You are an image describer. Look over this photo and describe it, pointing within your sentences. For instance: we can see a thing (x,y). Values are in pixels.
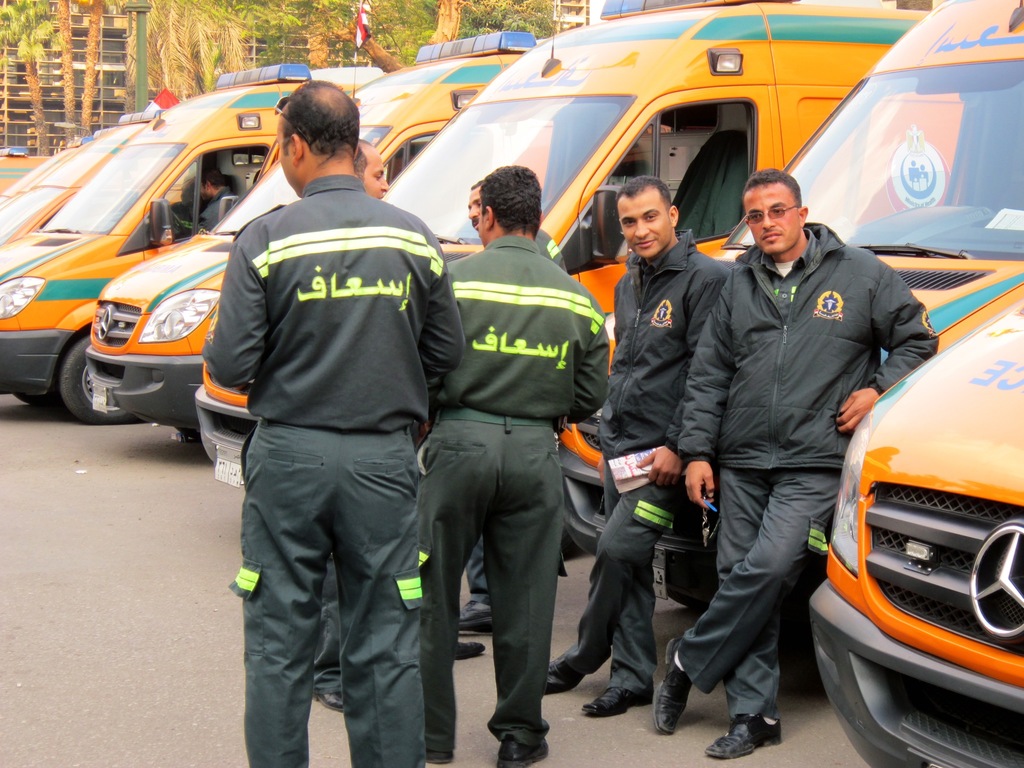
In this image there are group of person (767,345) standing in the center (543,352). On the right side (958,313) there are vehicles (432,206) which are yellow in colour and some text (994,382) written on it. In the background (179,51) there are trees (90,28) and there is a pole (137,48).
